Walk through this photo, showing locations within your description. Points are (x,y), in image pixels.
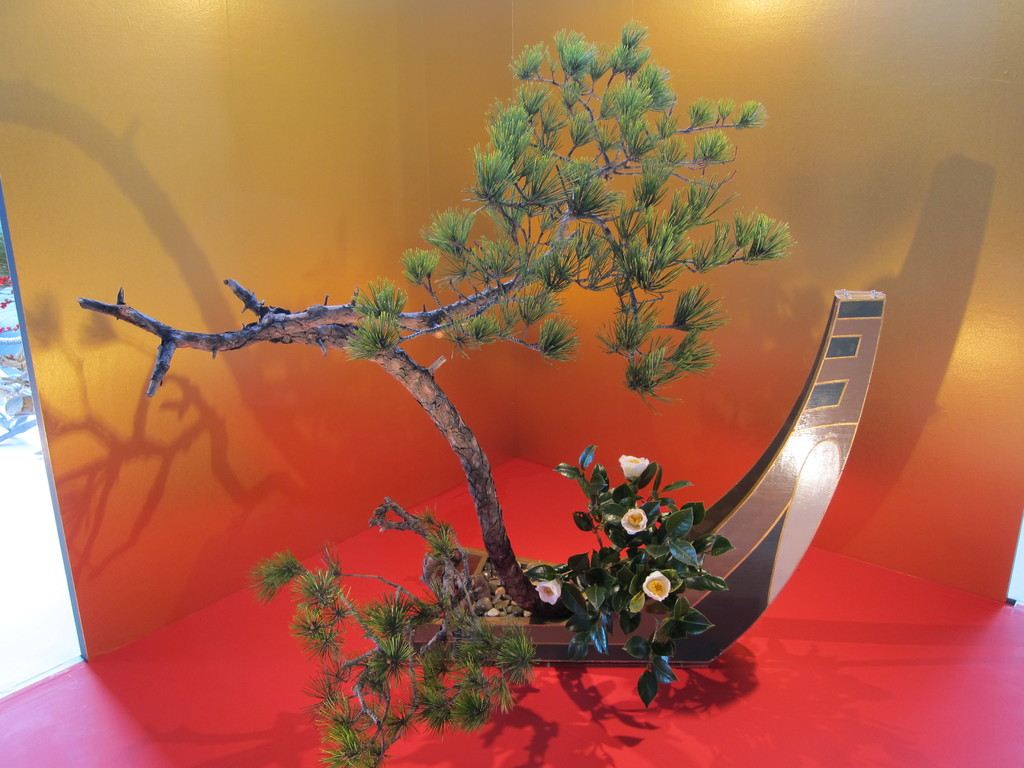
This picture shows a tree (447,597) and couple of plants (583,583) and we see a plant (632,553) with flowers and we see yellow and red color background (99,551).
